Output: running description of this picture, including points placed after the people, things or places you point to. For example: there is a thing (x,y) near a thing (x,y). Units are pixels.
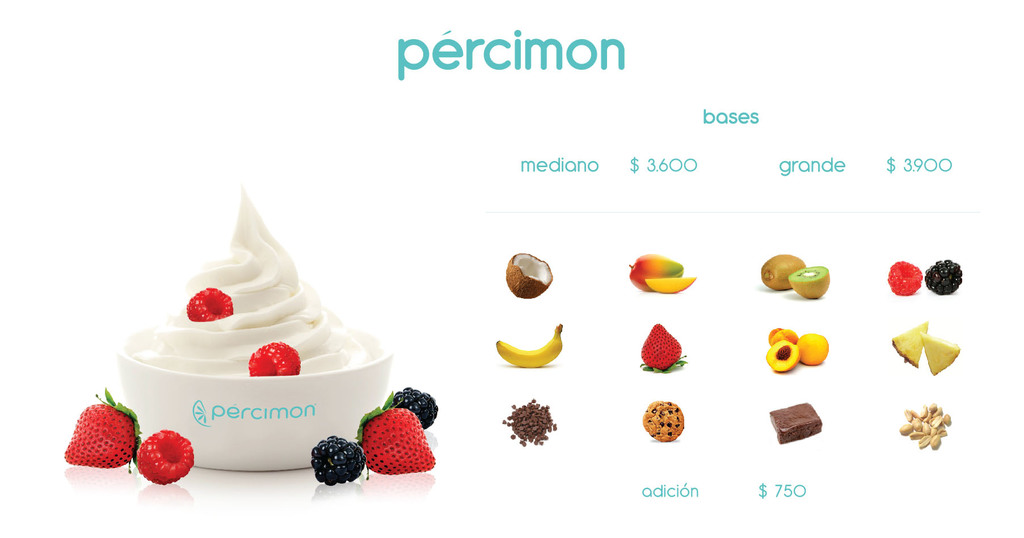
In this picture we can see an advertisement poster (426,166) here, in this poster (485,295) we can see strawberries (389,429), a banana (545,356), a cookie (663,431) and some other fruits (908,330), there is some text (568,169) here, we can see a bowl (289,424) and ice cream (264,326) here.
